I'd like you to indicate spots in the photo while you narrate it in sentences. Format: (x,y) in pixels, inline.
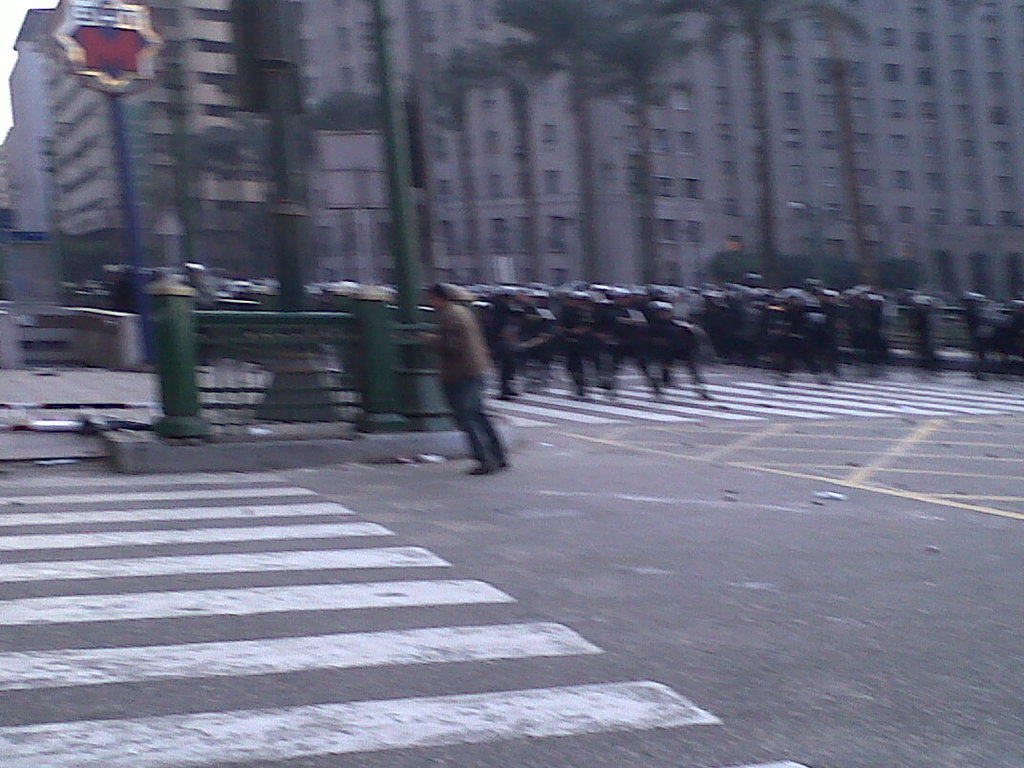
There are many persons (763,333) on the road (739,395) and there are trees (595,38) and buildings (694,117) in the background (482,72).
